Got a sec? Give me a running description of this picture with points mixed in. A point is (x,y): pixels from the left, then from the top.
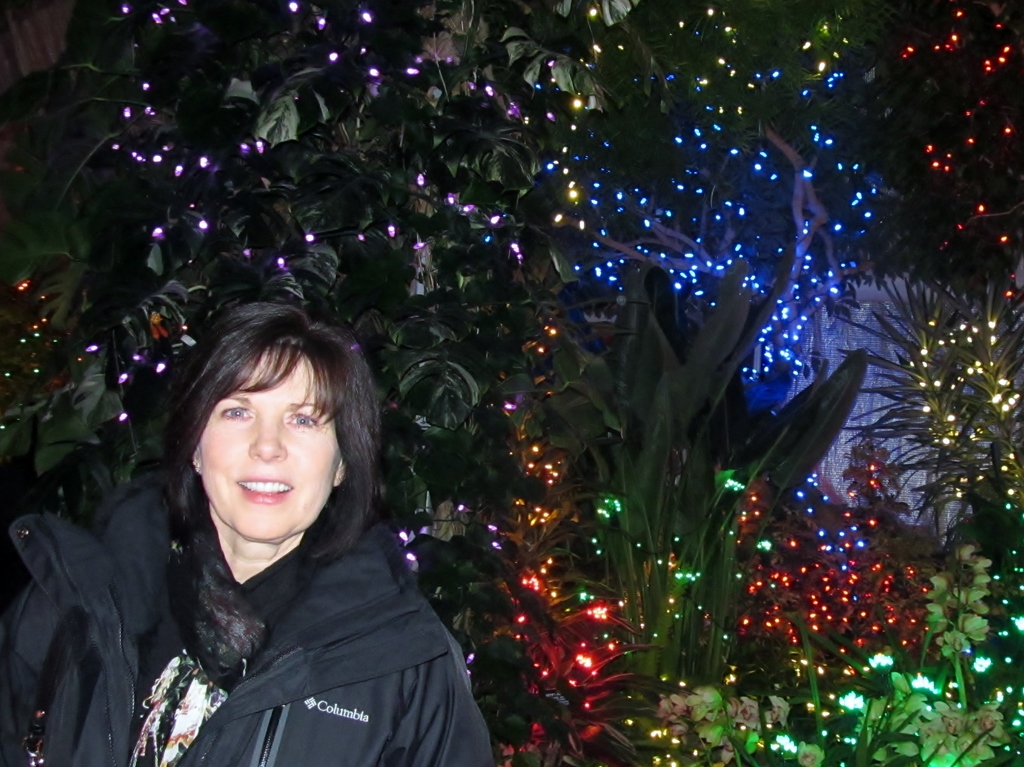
In this image we can see a woman (270,555) smiling. In the background (429,284) we can see the plants (1013,447) and also the trees (798,300) with the lights (1015,726).
